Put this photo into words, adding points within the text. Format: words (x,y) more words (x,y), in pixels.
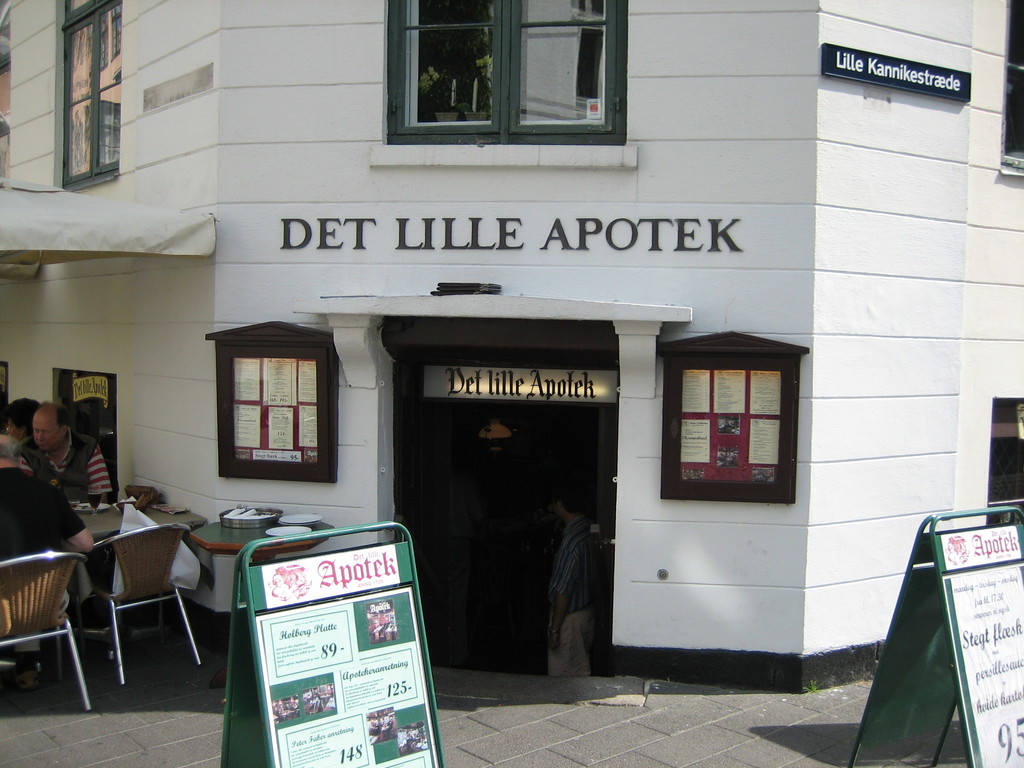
In this picture we can see a building (177,181) with windows (91,67), name boards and some objects (229,421). In front of the building (814,586), there are boards (283,684). On the left side of the image (17,502), there are chairs (12,611), people (39,525), tables (104,521) and some other objects (161,511).
